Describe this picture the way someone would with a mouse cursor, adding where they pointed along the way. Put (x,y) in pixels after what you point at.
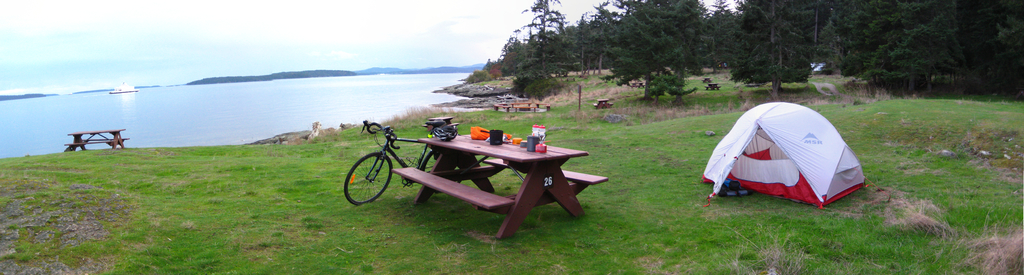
In this image on the right side of the top there are trees (711,46) and on the bottom of the right corner (734,249) there is grass (998,190) and one tent (791,144) is there and in the middle (517,153) there is one table (511,165) and two chairs (577,177) are there and on the table (474,153) there are some containers (539,147) and on the left side (48,172) there is grass (62,188) and on the top of the left side (47,36) there is sky (131,25) and in the middle (374,101) there is water (240,102) and beside the table (451,169) there is one cycle (396,160).
